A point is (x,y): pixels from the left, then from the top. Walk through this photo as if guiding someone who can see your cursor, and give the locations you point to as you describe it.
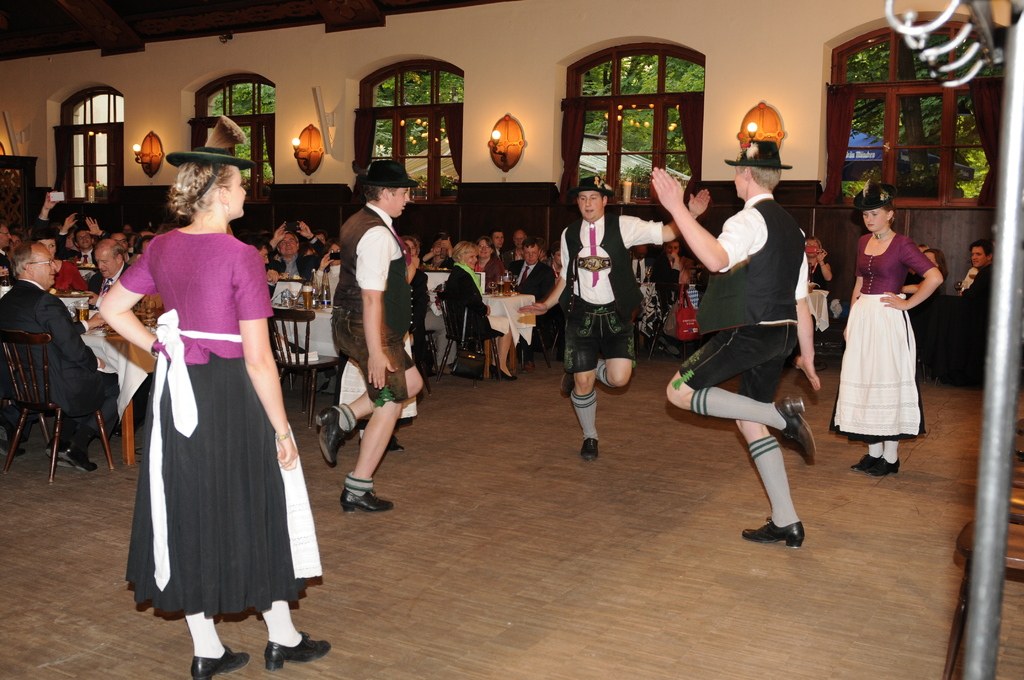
In this picture we can see some people (260,272) dancing on the floor (460,432) and some people (44,269) sitting on chairs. In front of the sitting people (49,256) there are tables (307,309) and on the tables (319,315) there are some objects (304,295). Behind the people (165,280) there is a wall (554,78) with windows (869,142) and lights (770,116). On the right side of the image (995,447) there is an iron rod (984,578). Behind the windows (425,116) there are trees (877,129) and some objects (909,159).
